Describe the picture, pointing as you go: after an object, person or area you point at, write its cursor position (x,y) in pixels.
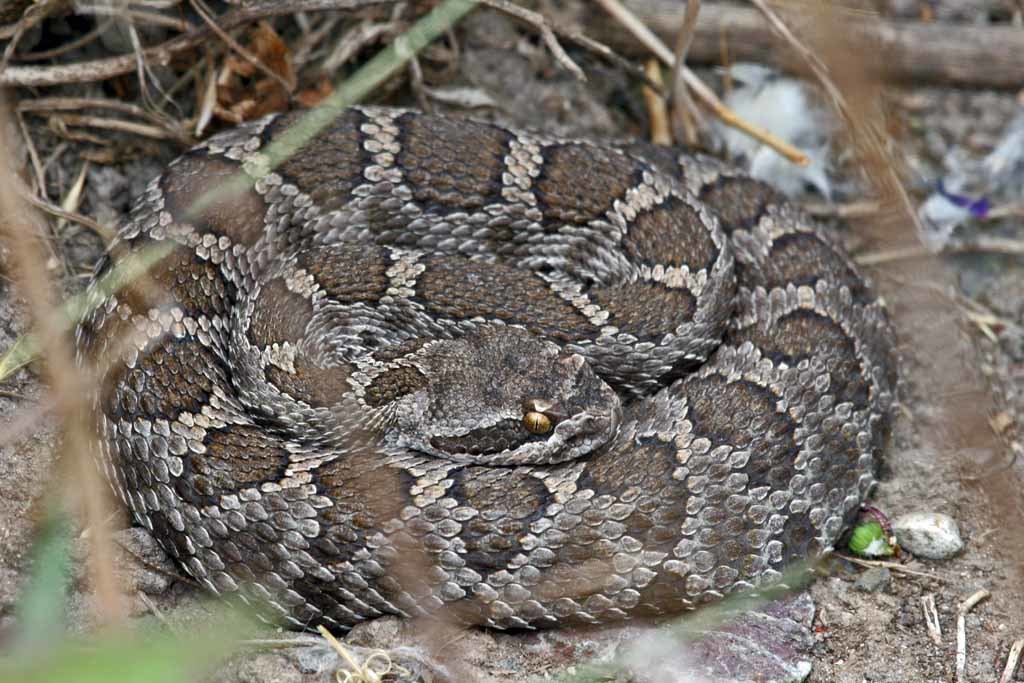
In this picture we can see a snake (432,438) on the path (576,645) and behind the snake (301,297) there are branches (47,72).
